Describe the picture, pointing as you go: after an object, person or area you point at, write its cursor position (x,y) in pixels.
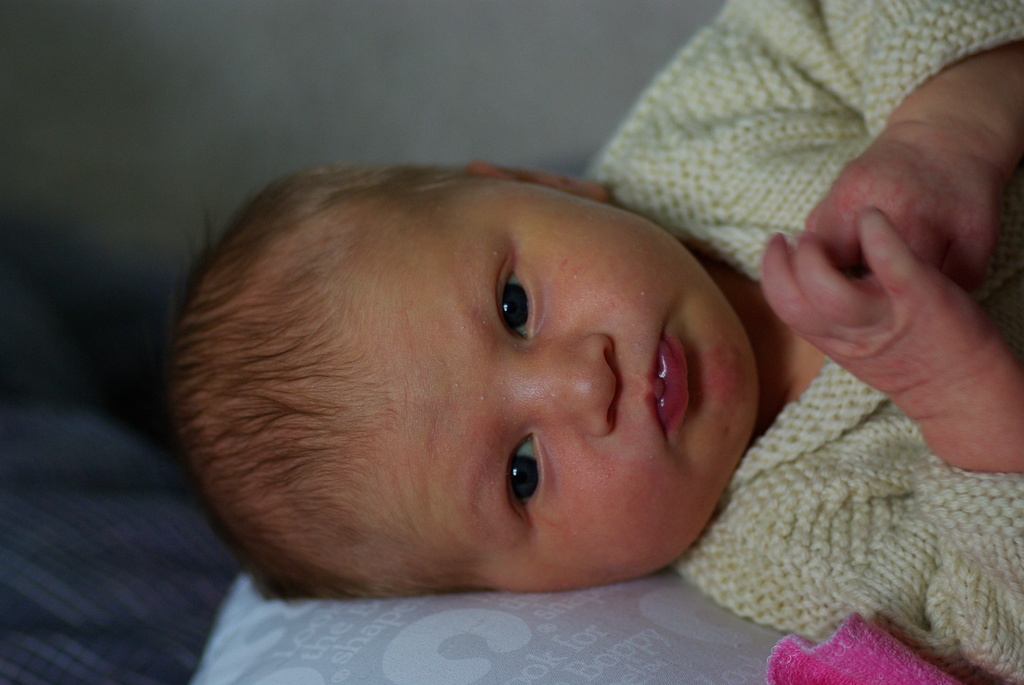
This picture is mainly highlighted with a baby (956,544) wearing a sweater (832,478) and at the bottom portion of the picture (655,658) it seems like a pillow (688,663) and we can see a pink cloth (867,664).
